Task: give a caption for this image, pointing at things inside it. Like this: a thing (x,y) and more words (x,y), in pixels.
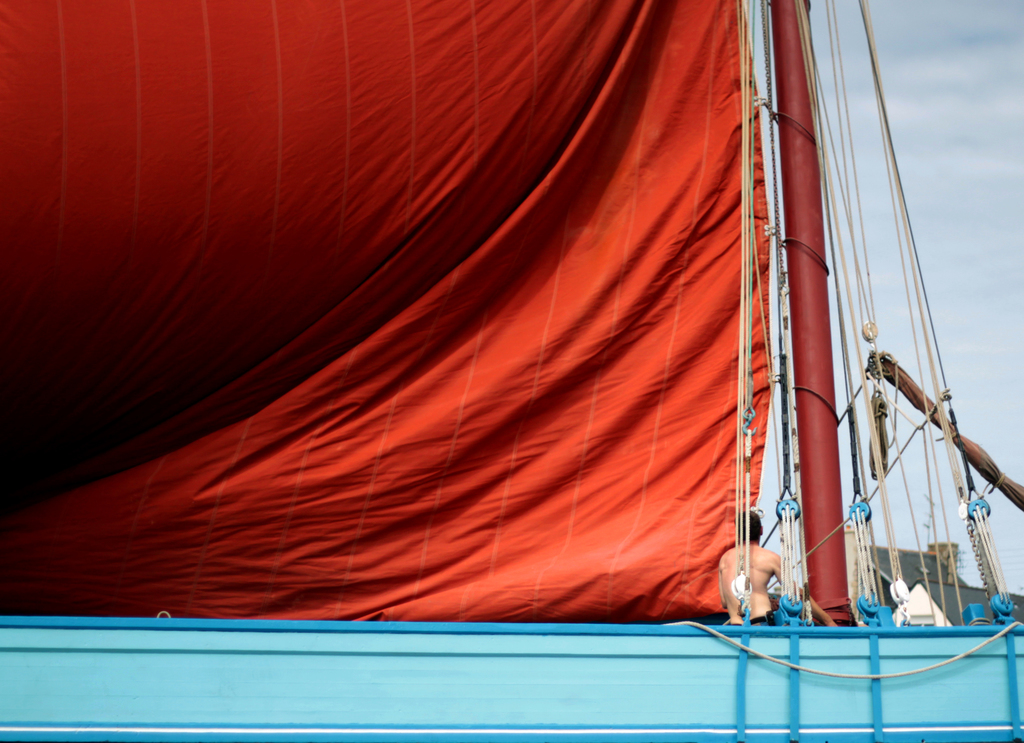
Sky (855,125) is cloudy. Here we can see a person (750,600) and red cloth (294,277).
